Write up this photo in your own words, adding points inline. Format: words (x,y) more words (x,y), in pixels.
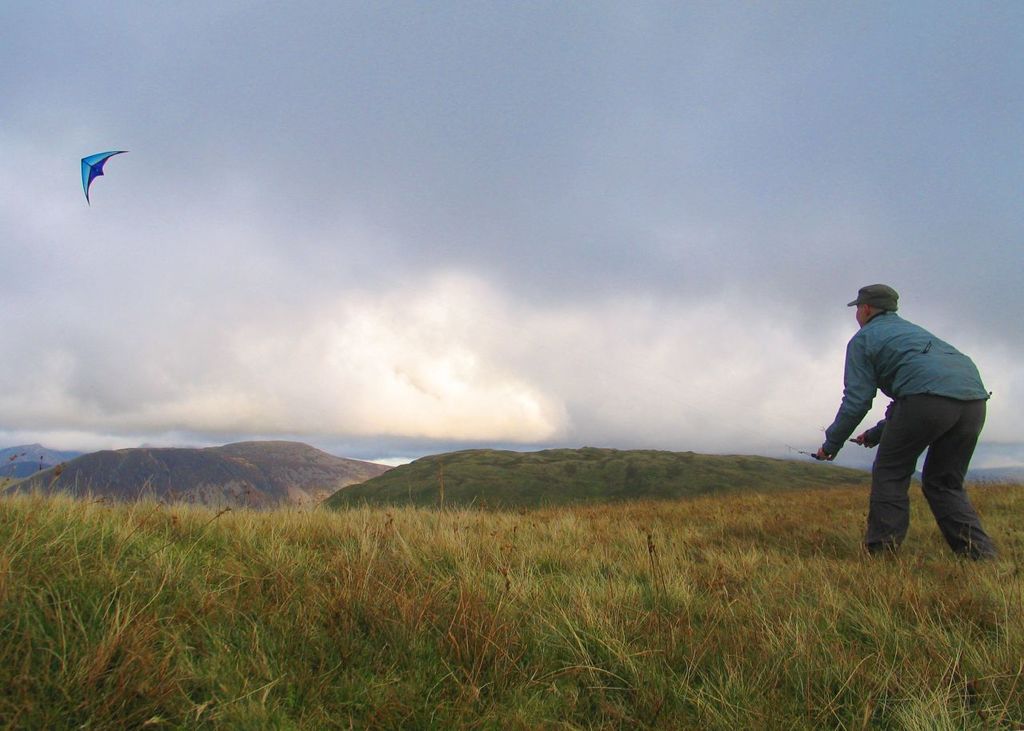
In this image I can see the person (873,520) with the dress (897,363) and cap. I can see the person (897,410) holding the ropes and the person (857,341) is standing on the grass (794,620). In the background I can see kite (96,173) in the air (175,220). I can also see the clouds (45,188) and the sky (54,171).
